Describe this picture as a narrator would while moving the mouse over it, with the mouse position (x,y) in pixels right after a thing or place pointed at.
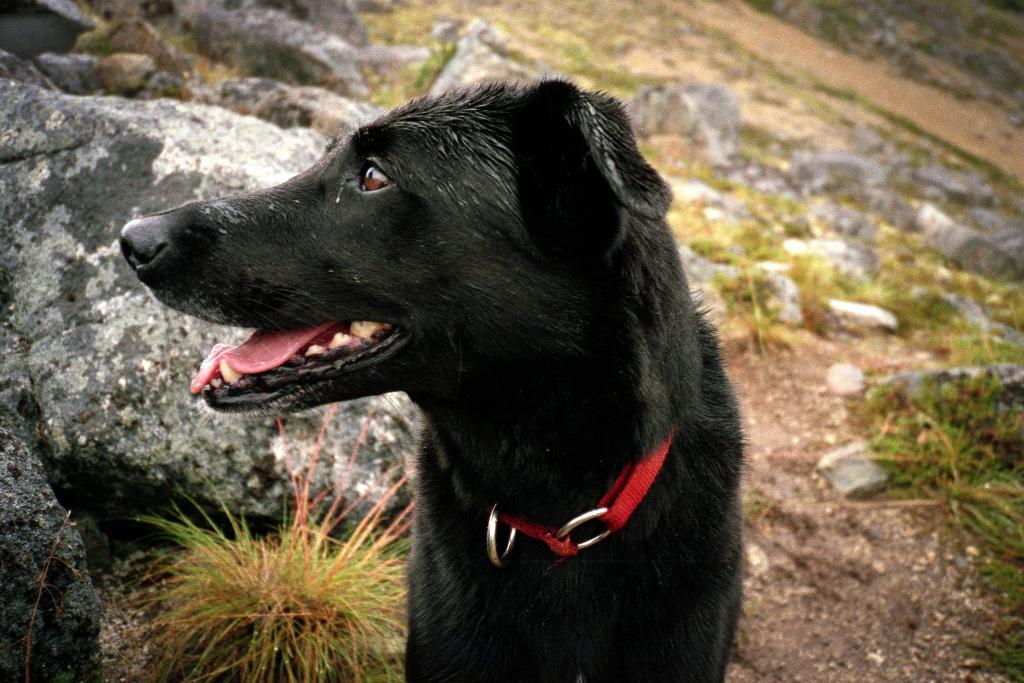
In this image there is a black dog (489,406), in the background (133,189) there are stones (855,158) and grass (354,570).
